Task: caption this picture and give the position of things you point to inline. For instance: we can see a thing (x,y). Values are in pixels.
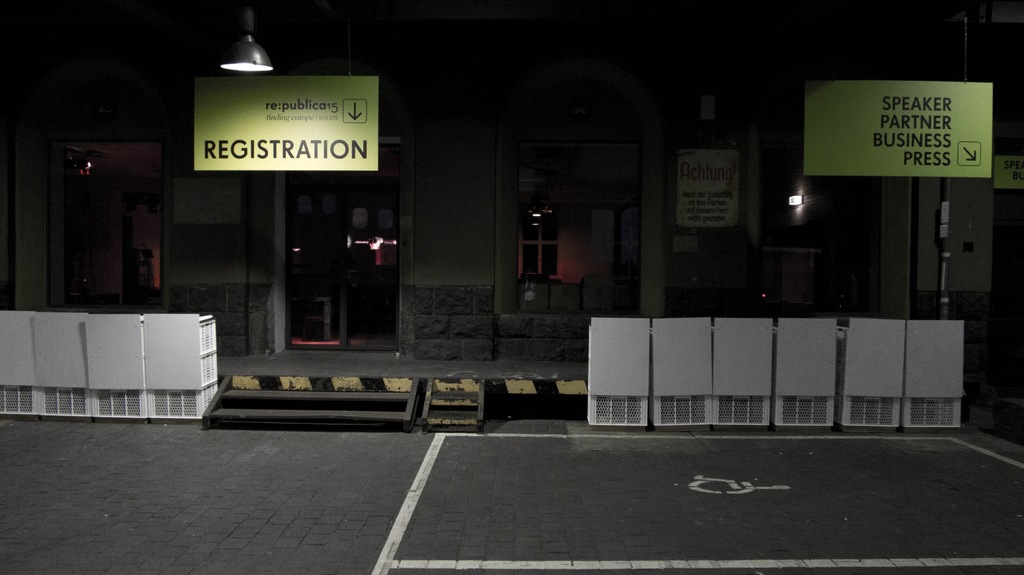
In this image we can see a building (568,355) and there are doors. We can see boards (953,130) and lights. At the bottom (344,530) there is a road (483,510) and stairs (306,417). We can see some objects (684,398).
